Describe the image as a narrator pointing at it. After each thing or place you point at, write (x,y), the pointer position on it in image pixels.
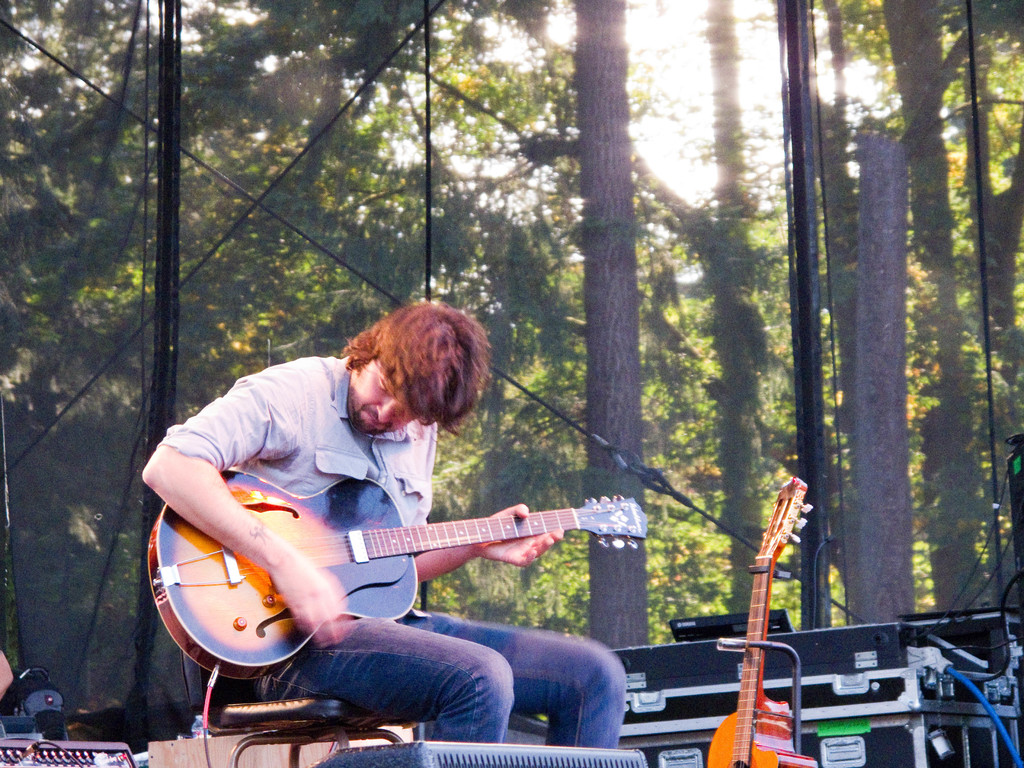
In this image there is a person (165,494) sitting on a chair (259,713) playing a guitar (296,504). Beside him there is another guitar (759,724). At the background (791,601) there are few trees (989,293). At the right bottom (970,759) there are few electrical device (772,693).
